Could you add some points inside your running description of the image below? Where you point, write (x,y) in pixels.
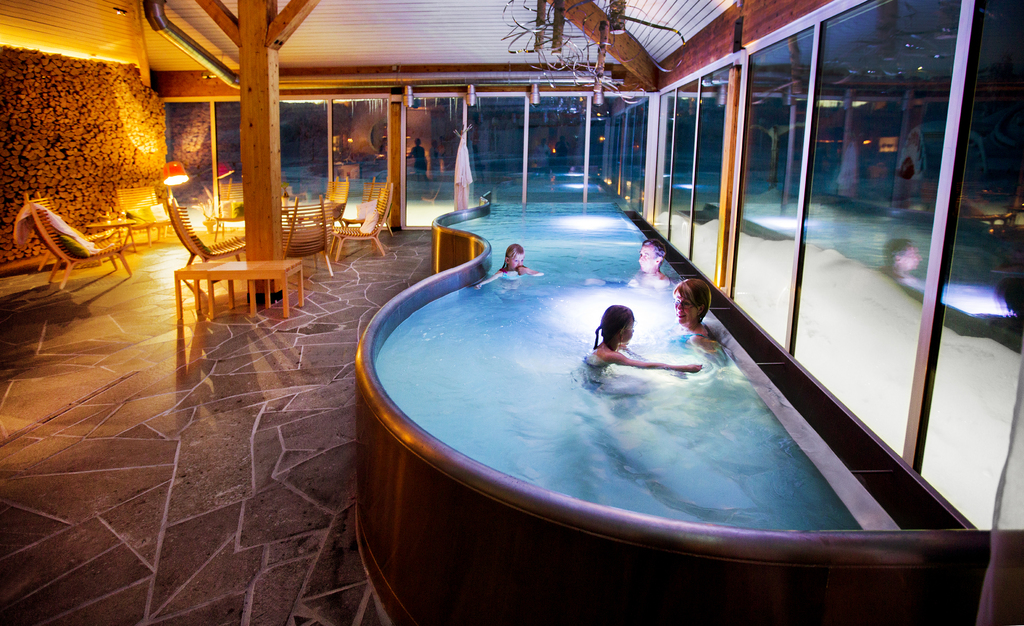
In this image we can see men (656,256), women (680,305) and children (617,315) are swimming in the pool (619,373). Left side of the image (105,251), table (232,271) and chairs (178,225) are there. We can see one lamp (168,185) also. At the top of the image (116,39) roof (314,39) is there which is in brown color. Background of the image (345,129) the glass windows (416,121) are there. We can see one wooden pole (259,117) in the middle of the room (189,173).
